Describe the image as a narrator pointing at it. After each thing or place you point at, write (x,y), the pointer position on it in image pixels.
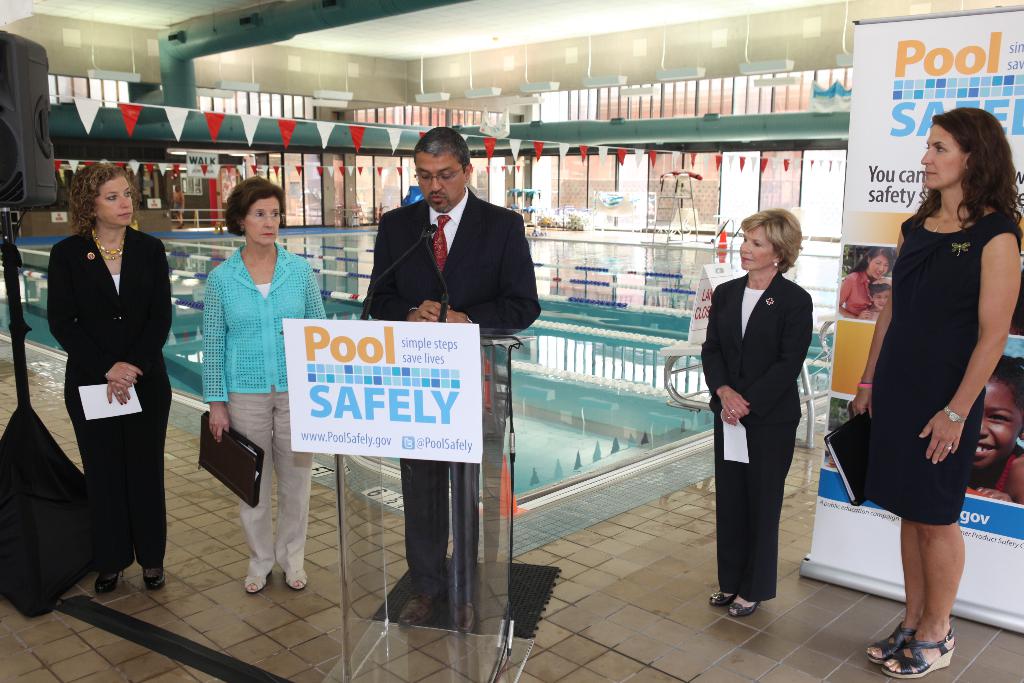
These person (257,183) are standing and these two persons (281,471) are holding files (231,451) and these two persons (76,423) are holding papers (117,408), in front of this man (440,309) we can see board (455,379) on podium (460,509) and microphones (419,240). Background (377,197) we can see banner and wall (575,150).
